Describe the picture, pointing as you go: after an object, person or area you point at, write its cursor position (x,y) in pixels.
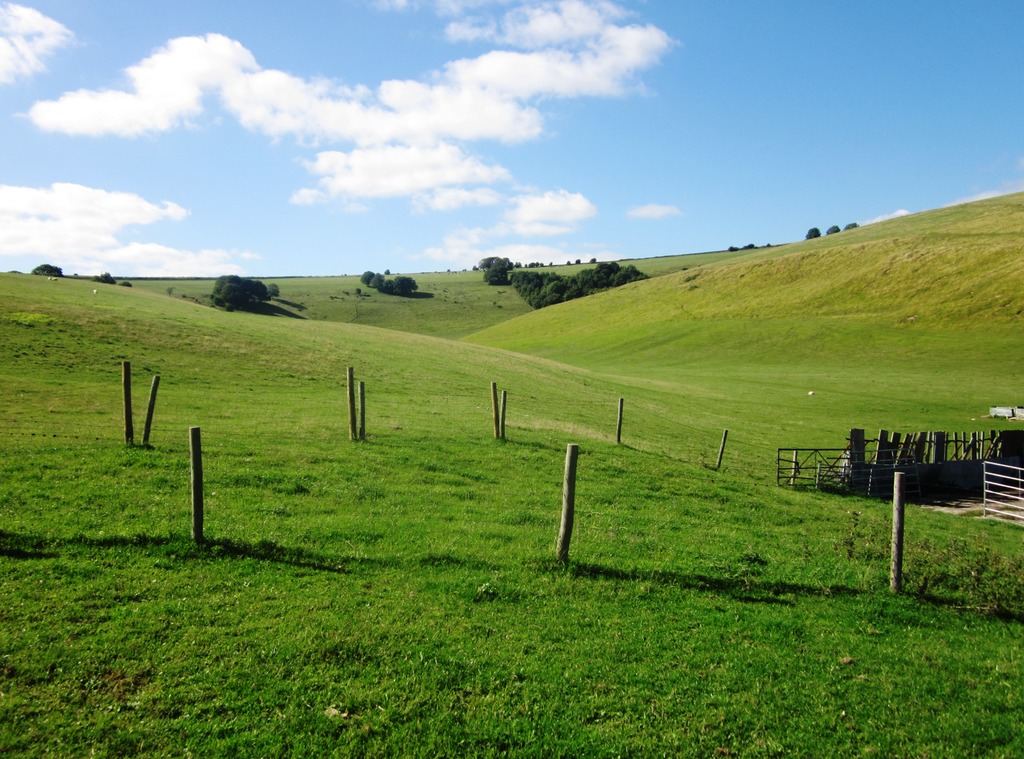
In this image there is a grassland (642,284) wooden poles (860,445), fencing (916,472), in the background (261,277) there are trees (383,284) and the sky (264,79).
